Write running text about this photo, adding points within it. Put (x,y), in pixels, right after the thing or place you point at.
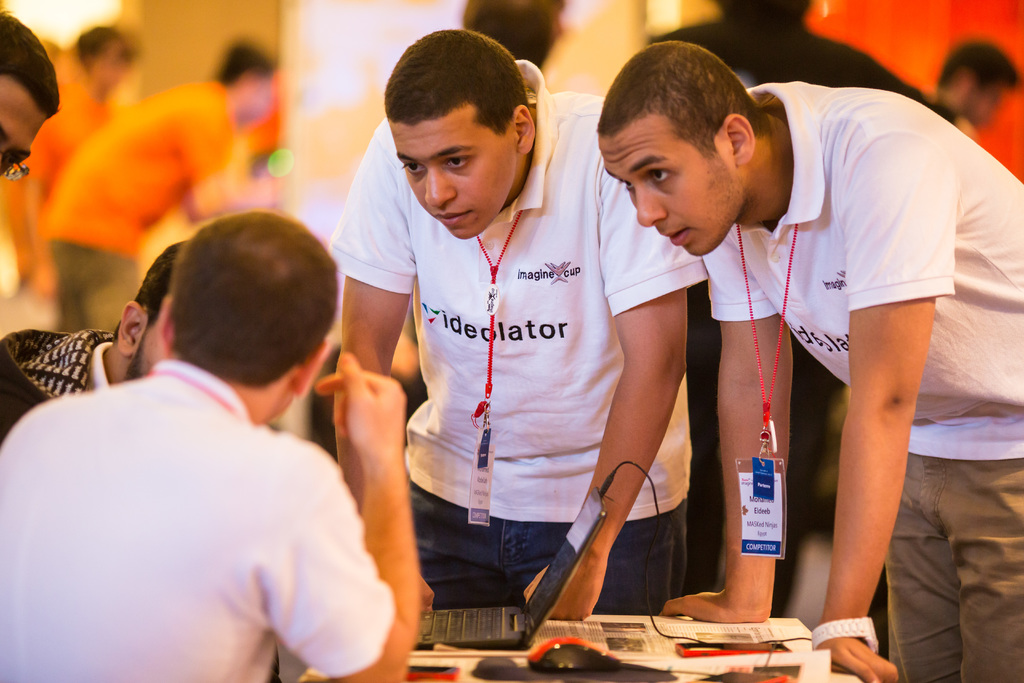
In this image I see few men (228,312) over here in which these 3 of them are wearing same color t-shirts (419,241) and I see a table (428,653) over here on which there is a laptop (497,609) and a wire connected to it and I see a mouse (594,654) on this pad (563,680) and I see that it is blurred in the background (766,75) and I see few more people (746,58).
